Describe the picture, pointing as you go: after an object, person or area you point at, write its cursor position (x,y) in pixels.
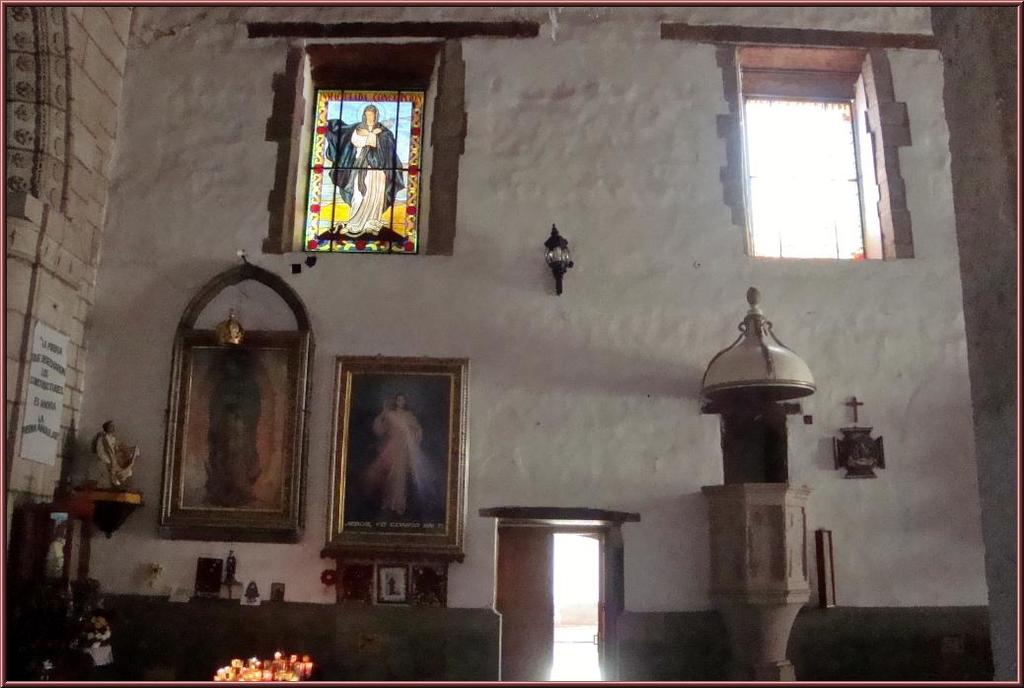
This image might be taken in church (349,16). In this image we can see doors (517,544), photo frames (438,458), light (551,252), windows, statue (60,564) and wall (209,103).
